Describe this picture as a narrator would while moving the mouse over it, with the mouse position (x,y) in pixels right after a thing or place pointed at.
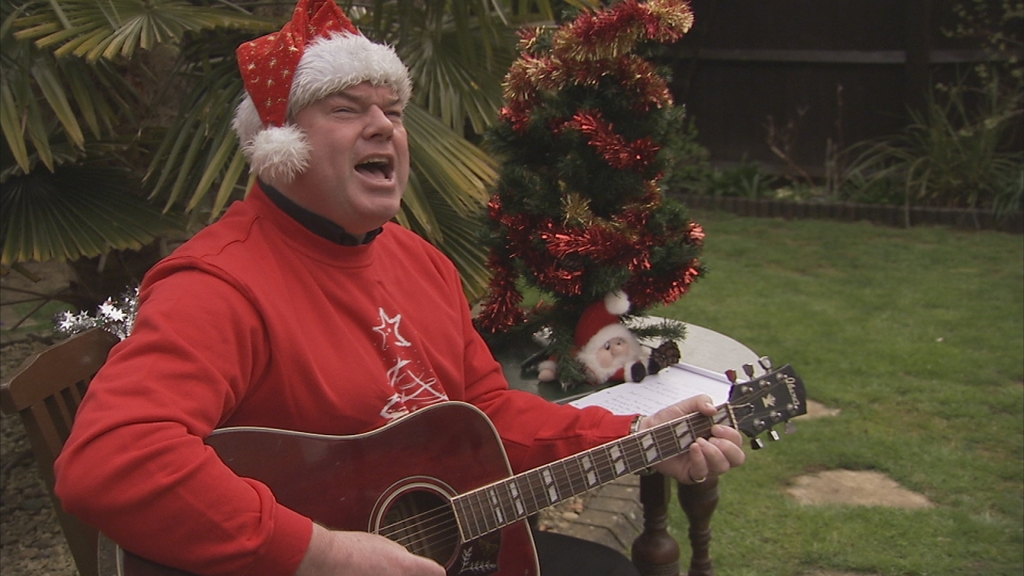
a person (141,391) is sitting on a wooden chairs (69,385) and playing guitar (469,490). he is wearing a red t shirt (291,300) and a Christmas hat (293,70). behind him there is a tree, a Santa Claus toy (613,360) and a book (684,388) on a white table (711,338). they are present on the grass (873,385). behind them there are plants (903,159).
